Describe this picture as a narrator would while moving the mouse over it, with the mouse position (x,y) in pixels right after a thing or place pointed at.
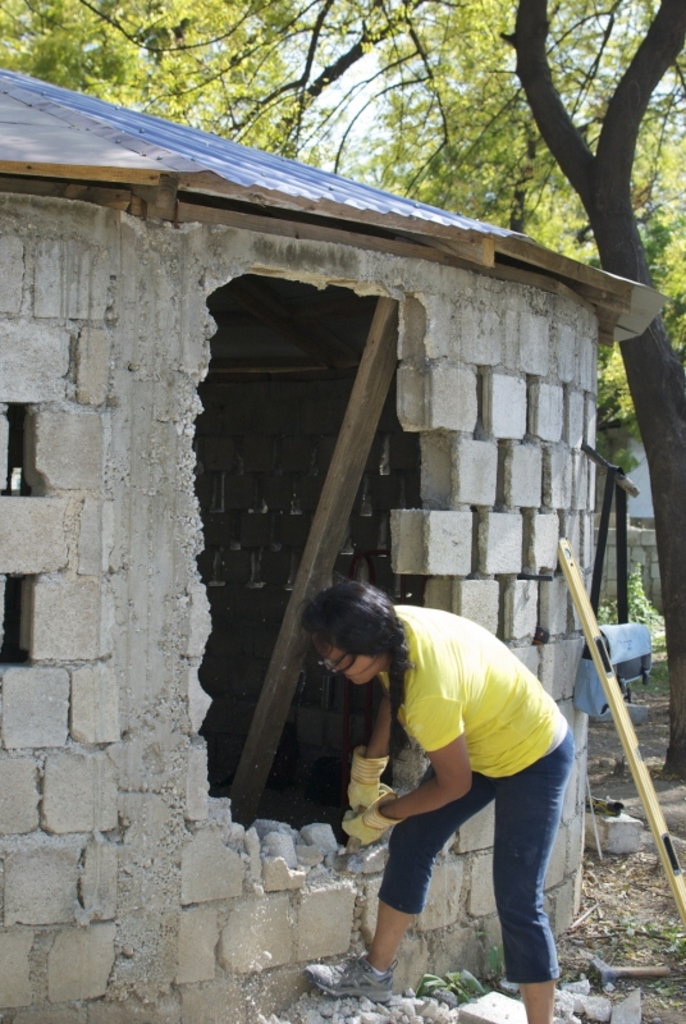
In the picture we can see a woman (567,772) constructing a hut (104,296) with a brick (448,871) and she is wearing a yellow T-shirt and gloves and in the background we can see a tree (579,189).
